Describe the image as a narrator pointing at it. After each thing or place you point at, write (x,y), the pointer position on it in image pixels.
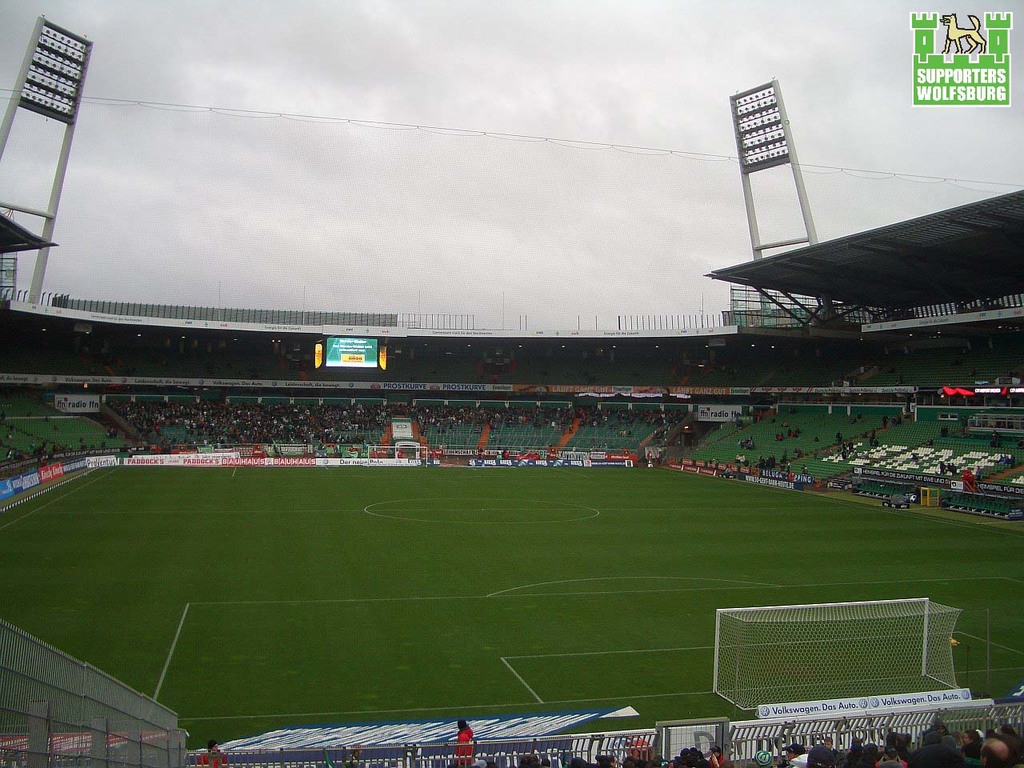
In this picture there is a stadium (471,554) which has a greenery ground (460,542) and there are few persons (352,433) around the ground (635,717) and there are two flood lights (794,158) in the background (775,168).
